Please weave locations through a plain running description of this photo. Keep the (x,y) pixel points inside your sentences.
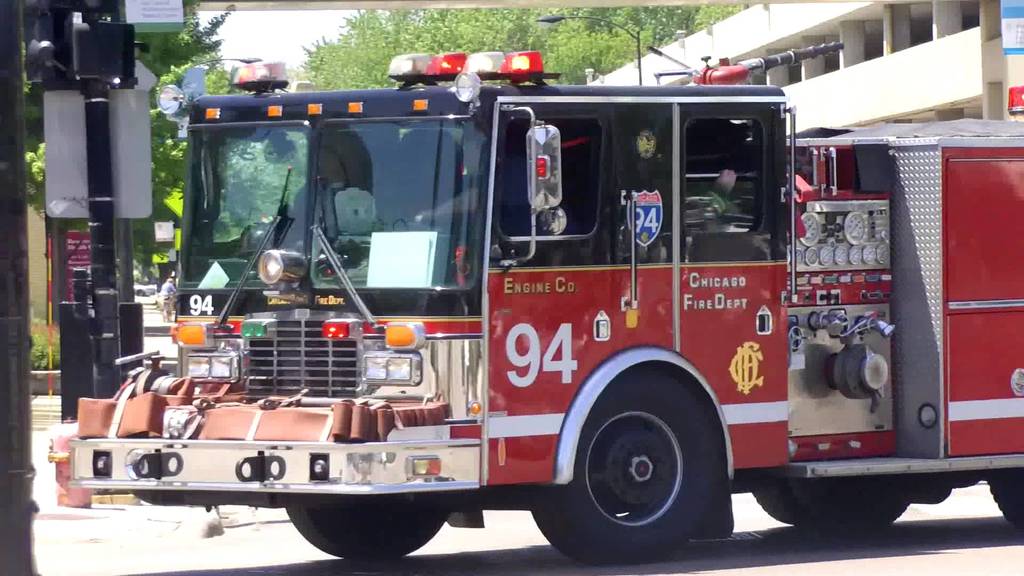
In this image we can see a vehicle (170,479) looks like a fire engine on the road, beside the fire engine (182,399) there is a pole (101,145) with a board (80,117), in the background (627,39) there is a building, streetlight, few trees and sky (245,39).
